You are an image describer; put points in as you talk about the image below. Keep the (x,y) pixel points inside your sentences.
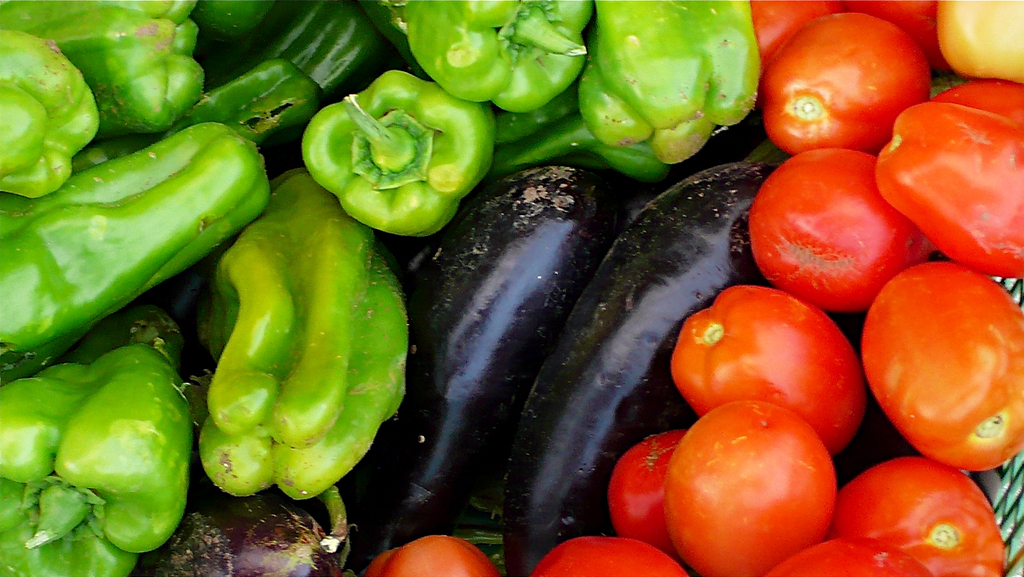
In the image in the center (361,371) we can see different type of vegetables (528,334) like tomatoes (993,231), capsicums (54,4) and aubergines (463,216).
